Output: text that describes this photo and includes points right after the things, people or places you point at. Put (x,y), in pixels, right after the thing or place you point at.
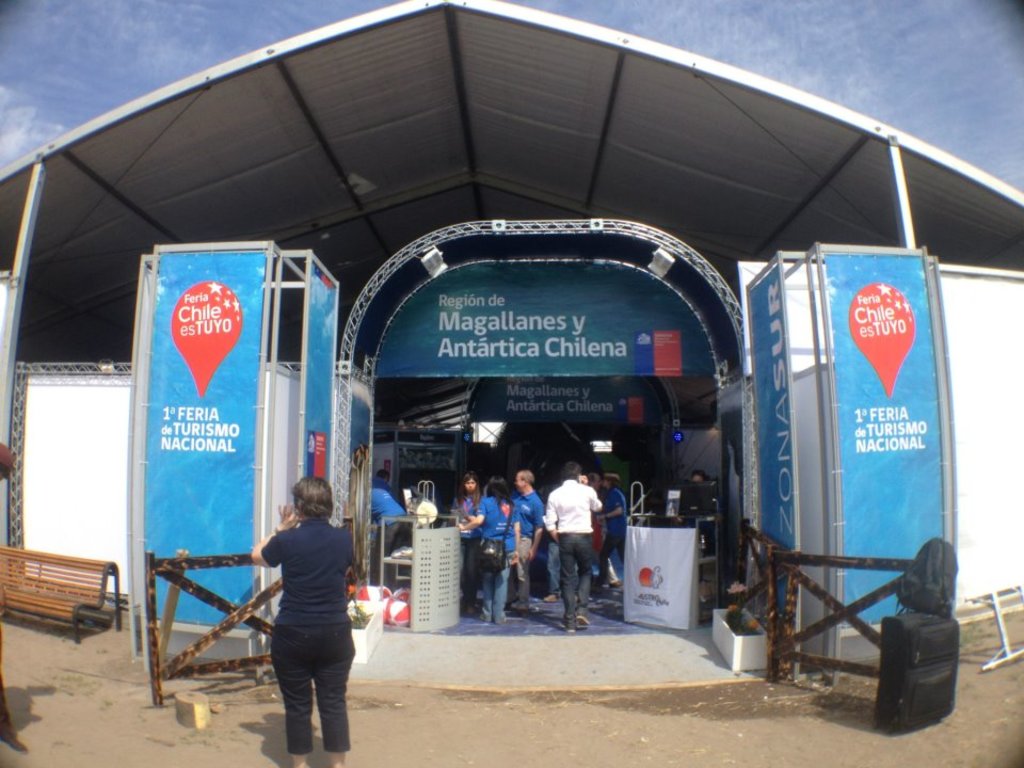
In this image I can see few people (584,548) are standing. I can see most of them are wearing blue dress (487,518). In the background (934,403) I can see a bench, few boards (782,474) and on these boards (903,551) I can see something is written. I can also see the sky (842,72) in background (65,117).
